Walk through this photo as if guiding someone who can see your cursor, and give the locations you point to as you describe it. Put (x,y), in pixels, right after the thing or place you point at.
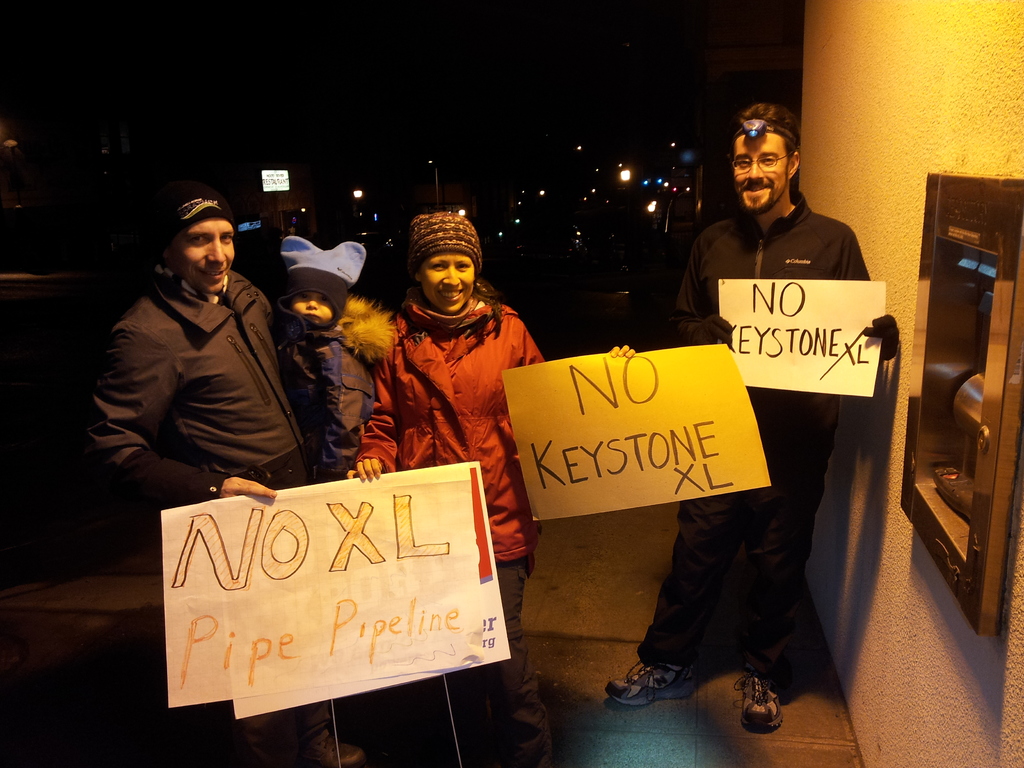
In this image I see 2 men (712,519) and a woman (467,273) who are holding papers (614,395) in their hands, on which there is something written and I see that 3 of them are smiling and I see that this man (213,315) is holding a baby (348,317) and I see the wall (899,505) over here and I see a thing (936,426) over here. In the background (52,52) it is totally dark and I see the lights (524,191).
